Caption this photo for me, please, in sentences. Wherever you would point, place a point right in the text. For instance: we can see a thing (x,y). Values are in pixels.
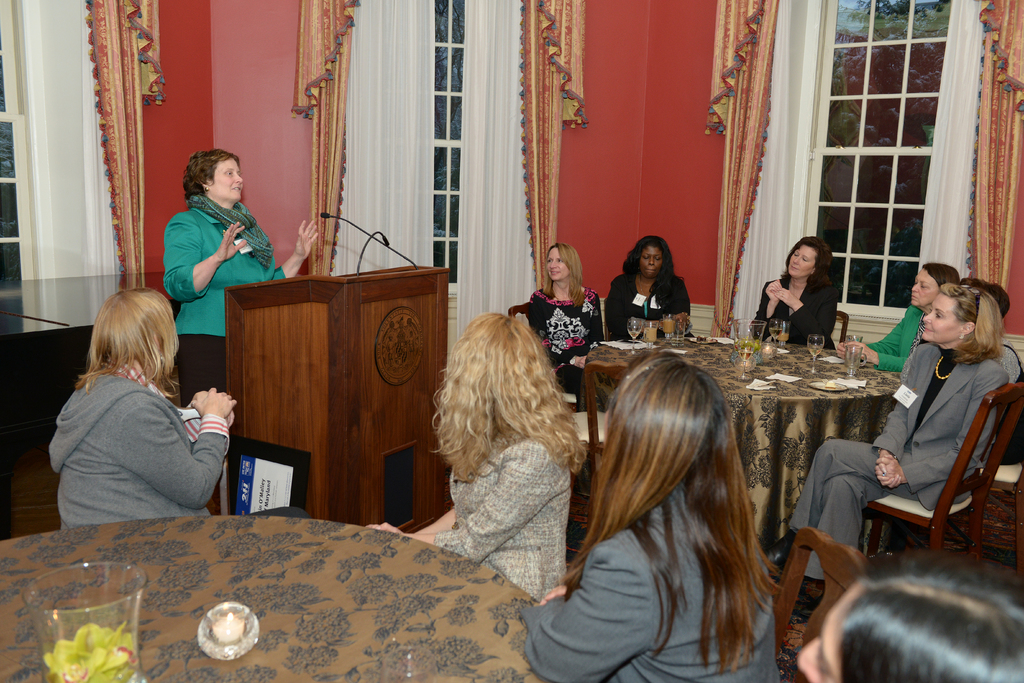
Woman (186,253) in green shirt (186,253) is standing in front of podium (317,364) and talking on microphone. Beside her, we see many people (593,527) sitting on chair (809,530) around the table (790,490) and on table (768,361), we see jar (755,352), glass (746,363), tissue paper (771,382) and plate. Behind them, we see a wall (665,105) which is red in color and curtain (727,114) in red and white color. Beside that, we see window (838,141) from which we see trees (899,71).
